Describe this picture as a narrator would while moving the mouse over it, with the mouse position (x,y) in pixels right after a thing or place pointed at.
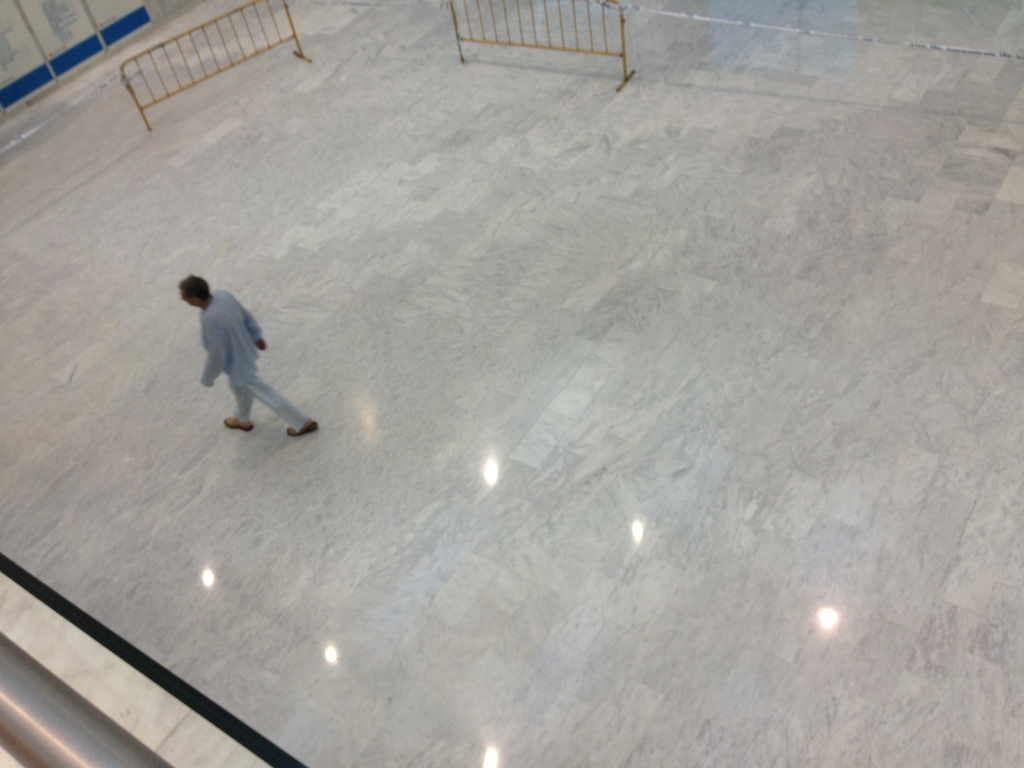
Here we can see a person (219,353) walking on the floor (347,533). On the left (63,724) at the bottom corner (67,710) there is a pole (106,722). In the background (169,79) there is a hoarding (18,87), fences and we can see the reflections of light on the floor (424,545).
